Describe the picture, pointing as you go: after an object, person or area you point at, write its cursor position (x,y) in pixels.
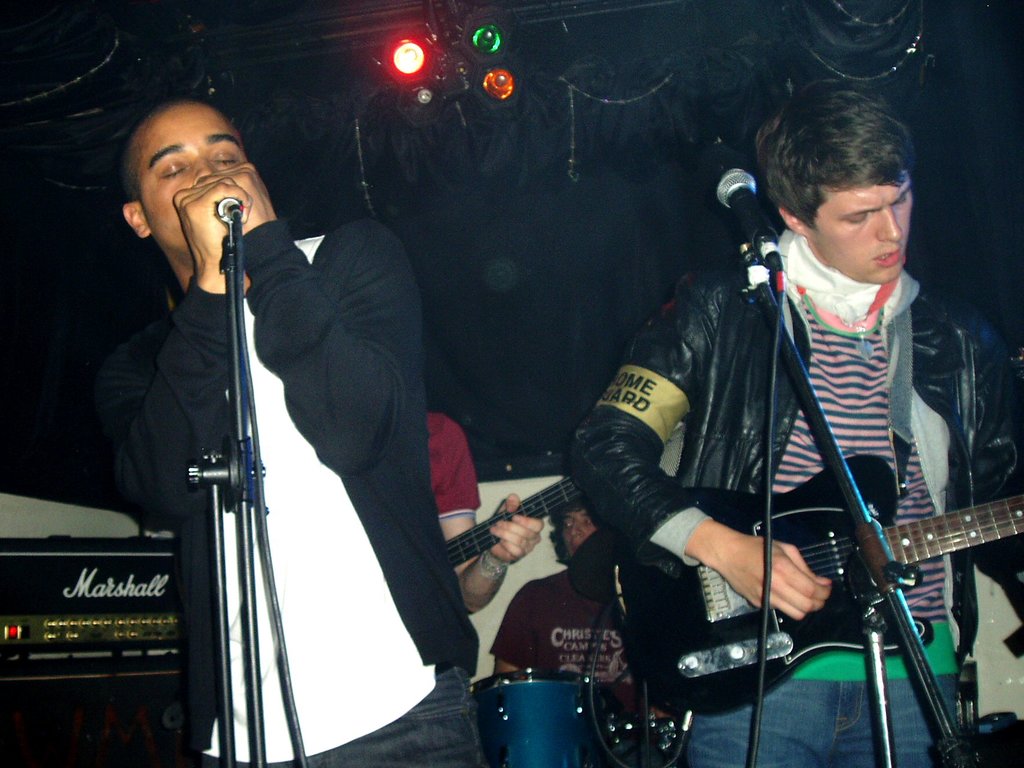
As we can see in the picture that there are two persons (381,331) standing. The left side (197,252) one is holding microphone (232,216) in his hand (196,230) and singing and the right side (818,484) one is holding guitar (793,536) in his hand (785,546). This are the lights (405,60).
